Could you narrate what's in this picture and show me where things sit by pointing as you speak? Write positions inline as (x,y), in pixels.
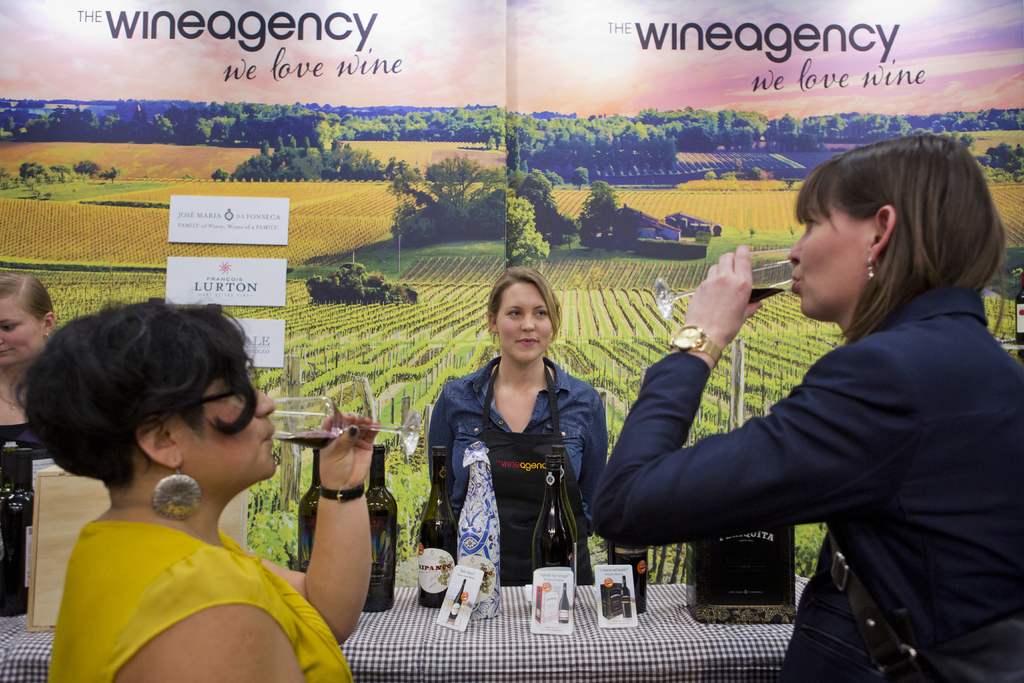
in the picture we can see different women (336,463) standing and drinking some liquid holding glasses (380,426) in their hands (370,422), we can also see some bottles (498,603) on the table (518,601) we can see the beautiful scenery (349,155).
